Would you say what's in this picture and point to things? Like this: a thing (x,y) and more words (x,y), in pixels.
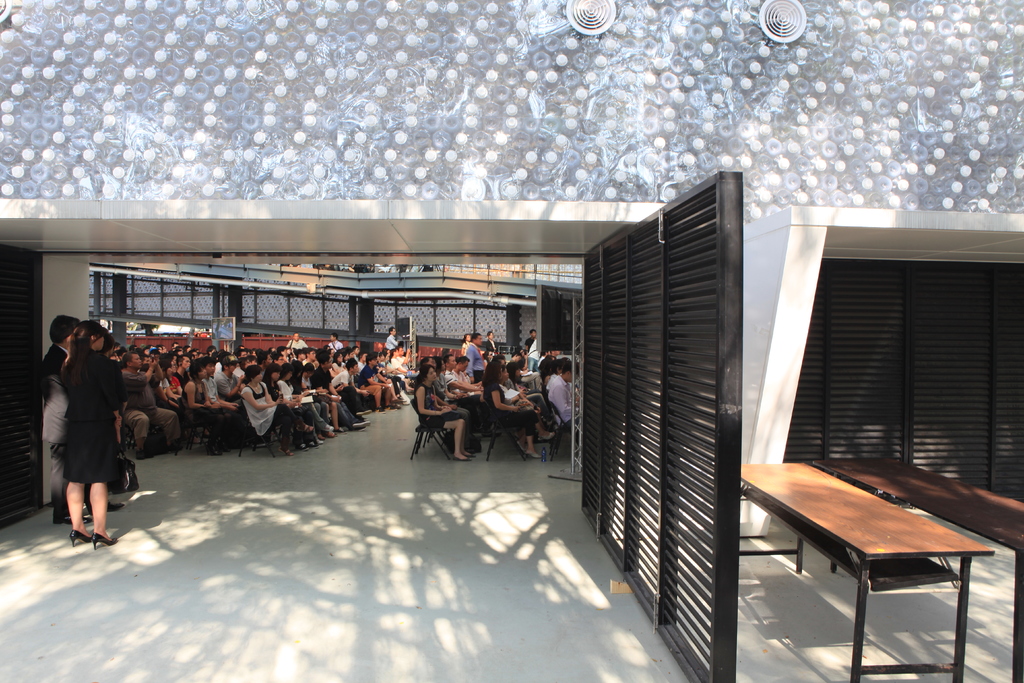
In this image there are group of persons (370,395) sitting and standing. On the right side (712,388) there is a stand (702,435) which is black in colour and there are tables (952,519).
